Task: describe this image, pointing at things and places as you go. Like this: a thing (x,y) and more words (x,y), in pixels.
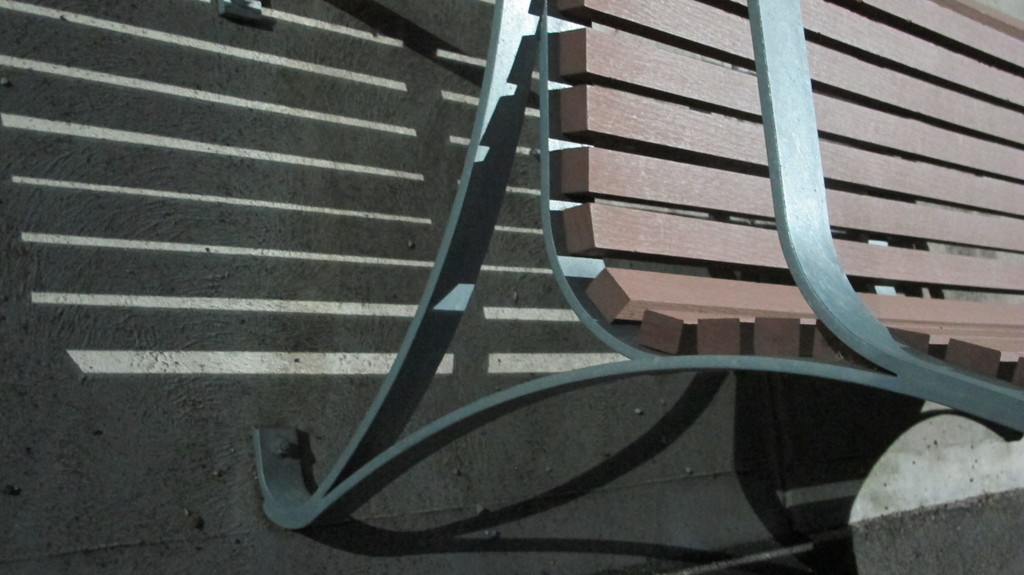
In this image I can see a bench (752,55) on the floor (258,263). Bench (670,120) is in brown and grey color.
